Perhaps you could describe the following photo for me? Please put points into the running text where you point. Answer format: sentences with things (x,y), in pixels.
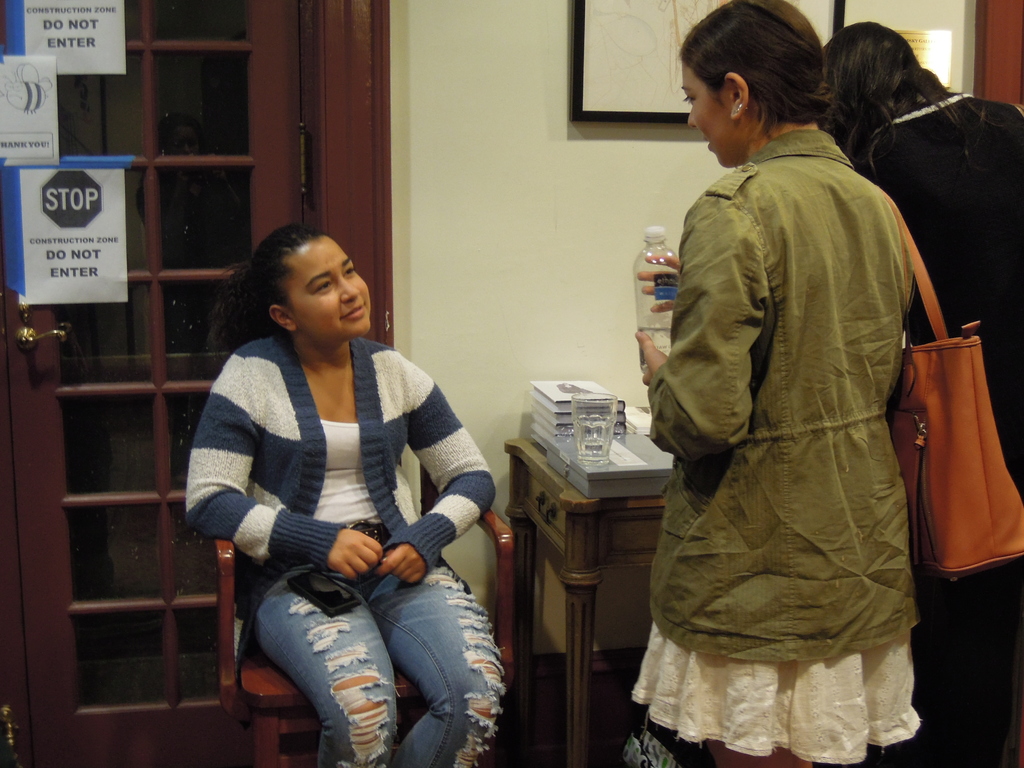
In this image we can see a woman (433,658) sitting on a chair (505,608). We can also see some people (790,551) standing beside her. In that a woman (885,424) is holding a bottle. We can also see a table (575,548) containing a glass (587,446), box (608,492) and some books (569,425) on it, a door (154,270) with some papers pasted on it and a photo frame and a board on a wall (593,339).
